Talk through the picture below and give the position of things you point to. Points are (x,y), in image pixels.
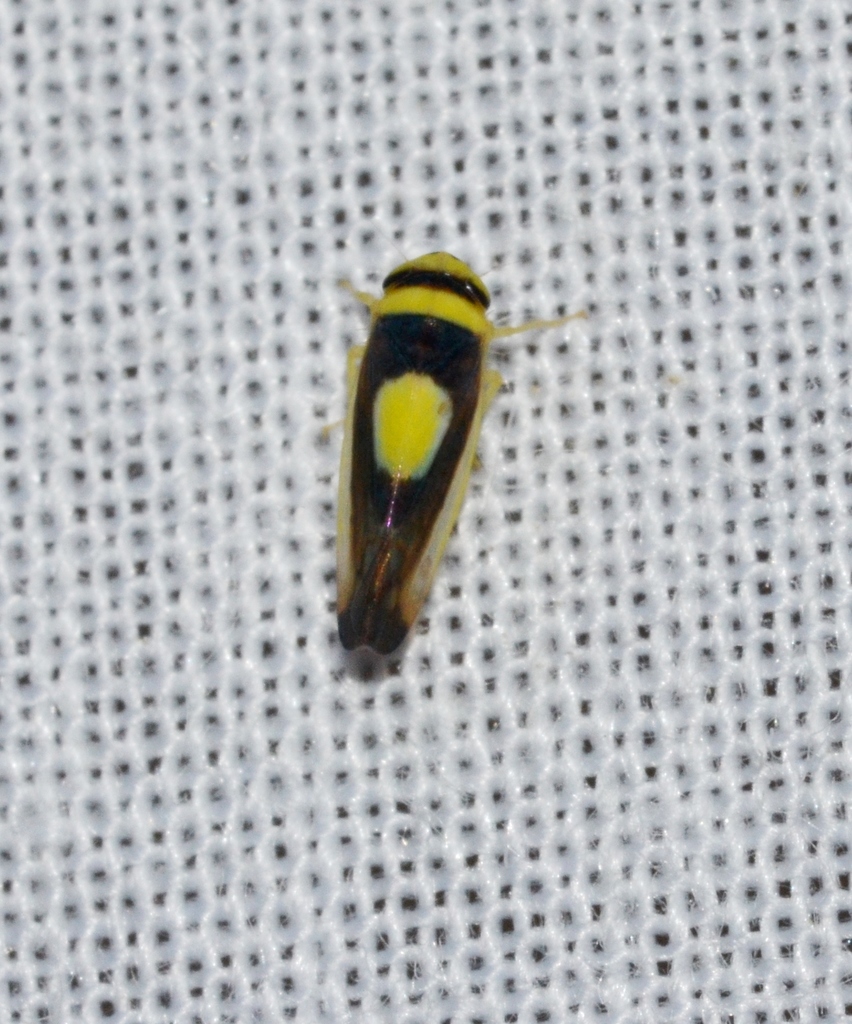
In this image I can see an insect (475,395) in the middle of the white mesh (495,293).
